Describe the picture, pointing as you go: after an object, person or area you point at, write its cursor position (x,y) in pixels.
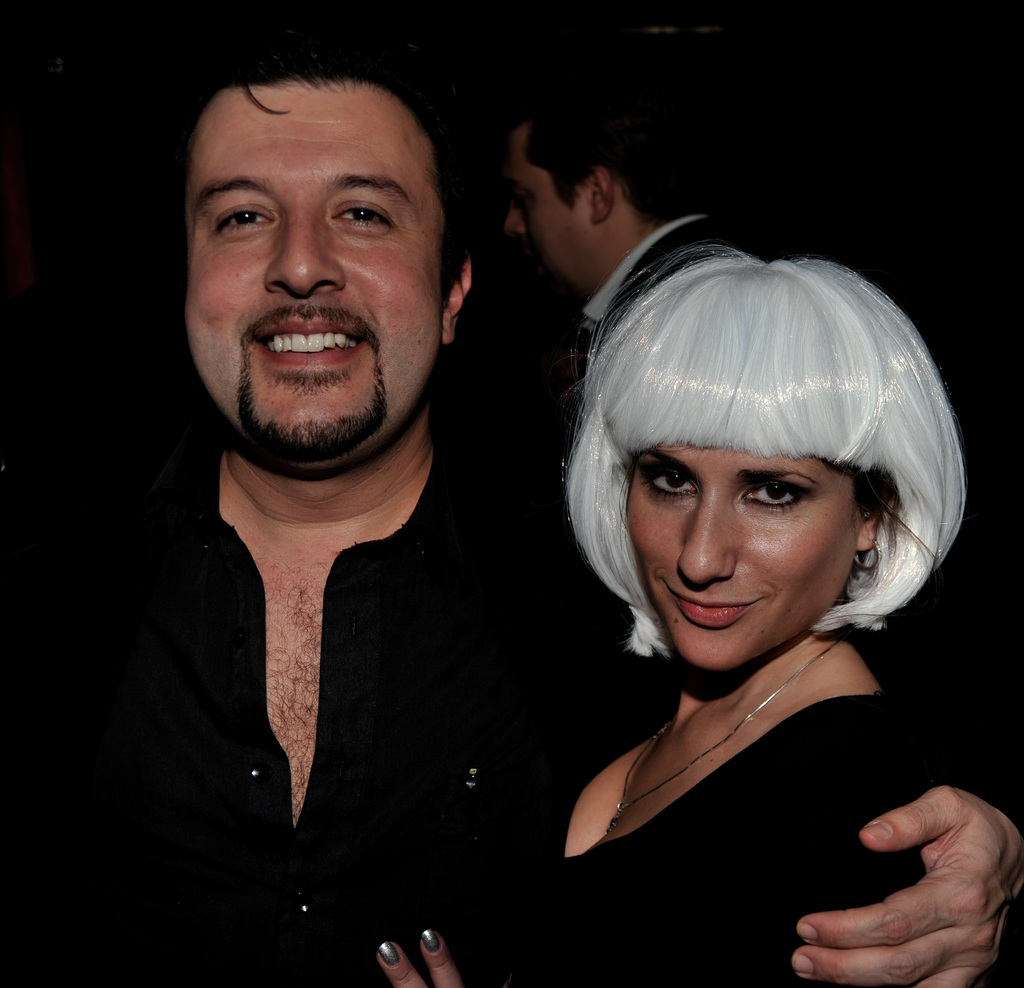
In this picture there are two persons (406,705) standing and smiling and the woman (603,805) has a white hair (689,434). At the back (625,261) there is a person (657,248) standing.
